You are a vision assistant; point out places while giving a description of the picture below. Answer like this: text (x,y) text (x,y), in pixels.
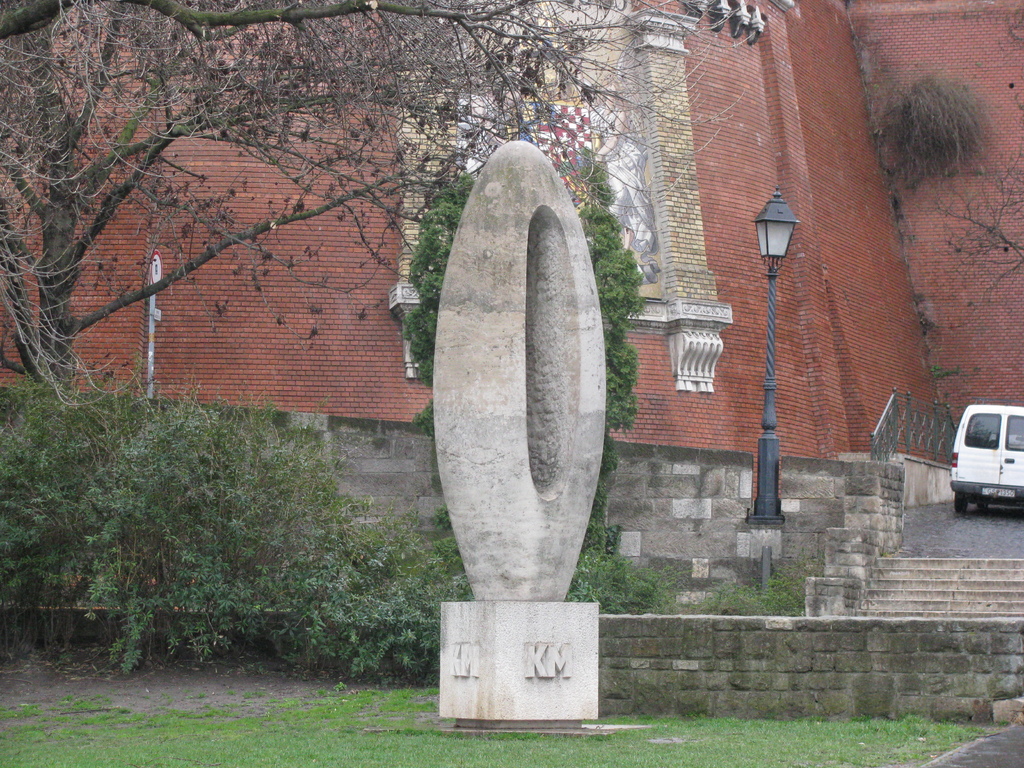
In this image I can see the statue (551,690) and I can also see the vehicle (960,461). In the background (774,209) I can see the light pole (793,216) and the building (756,101) is in brown color and I can also see few plants (317,569) in green color.
